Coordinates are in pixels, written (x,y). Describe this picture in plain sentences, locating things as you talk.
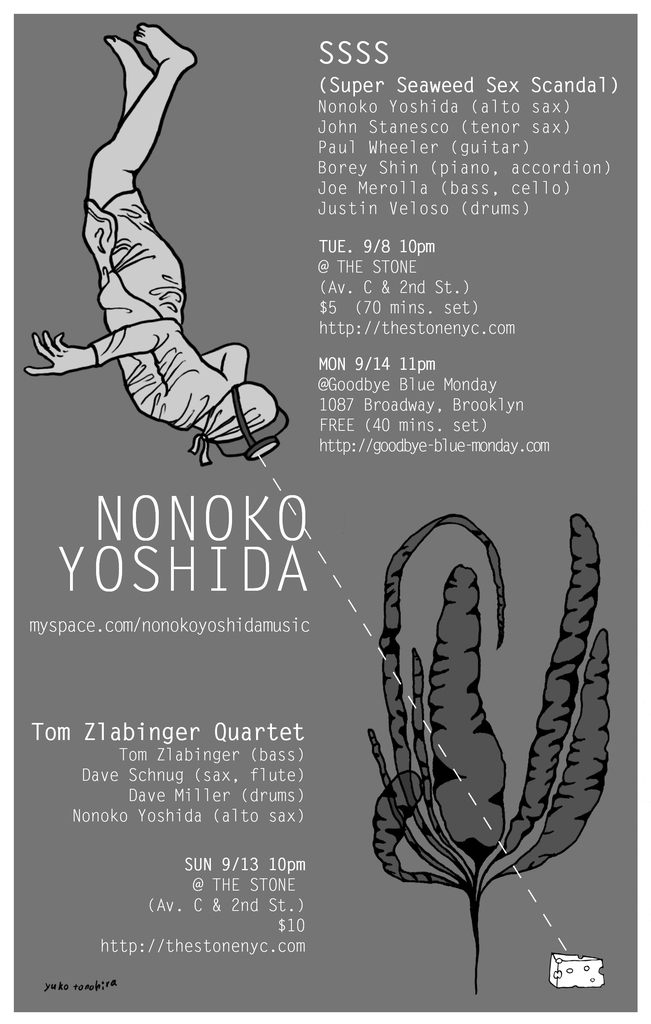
In this picture we can see an object (26,244) seems to be the poster (50,778) and we can see the text (340,244), numbers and a picture (171,372) of a person (176,376) on the poster (234,291) and we can see some other pictures (443,705) on the poster (400,847).
